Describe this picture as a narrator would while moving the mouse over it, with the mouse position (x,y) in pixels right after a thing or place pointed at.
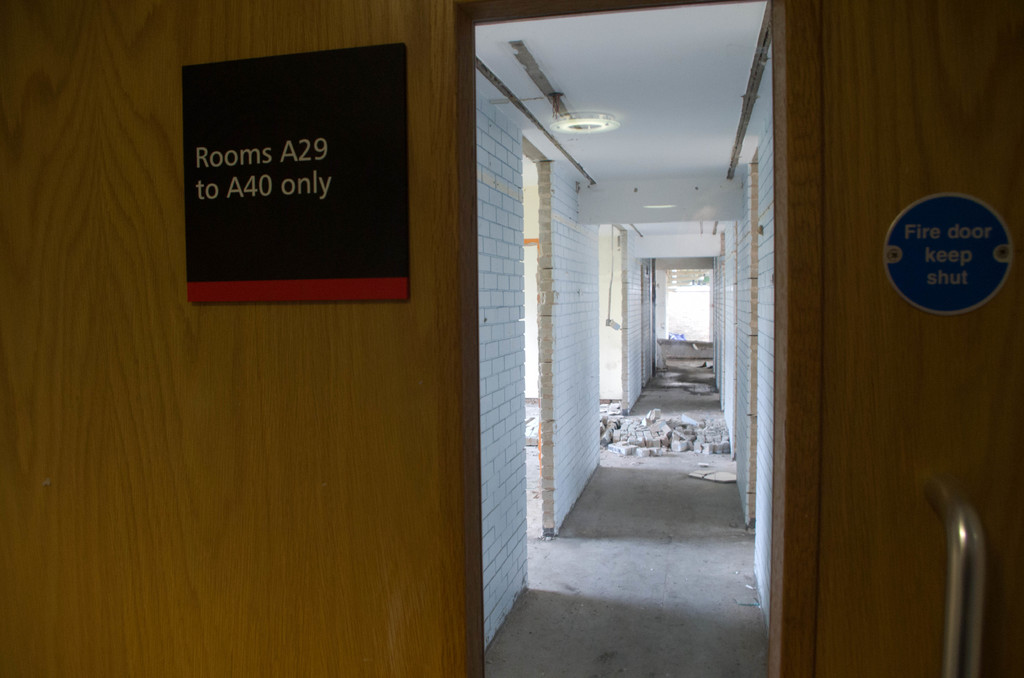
In this image there is a wall (626,299). On the either sides of the image there are boards (948,234) with text (948,234). In the center (633,436) there are bricks (667,422). At the top (634,104) there is a ceiling (602,108). There are lights (591,120) to the ceiling (578,160).
